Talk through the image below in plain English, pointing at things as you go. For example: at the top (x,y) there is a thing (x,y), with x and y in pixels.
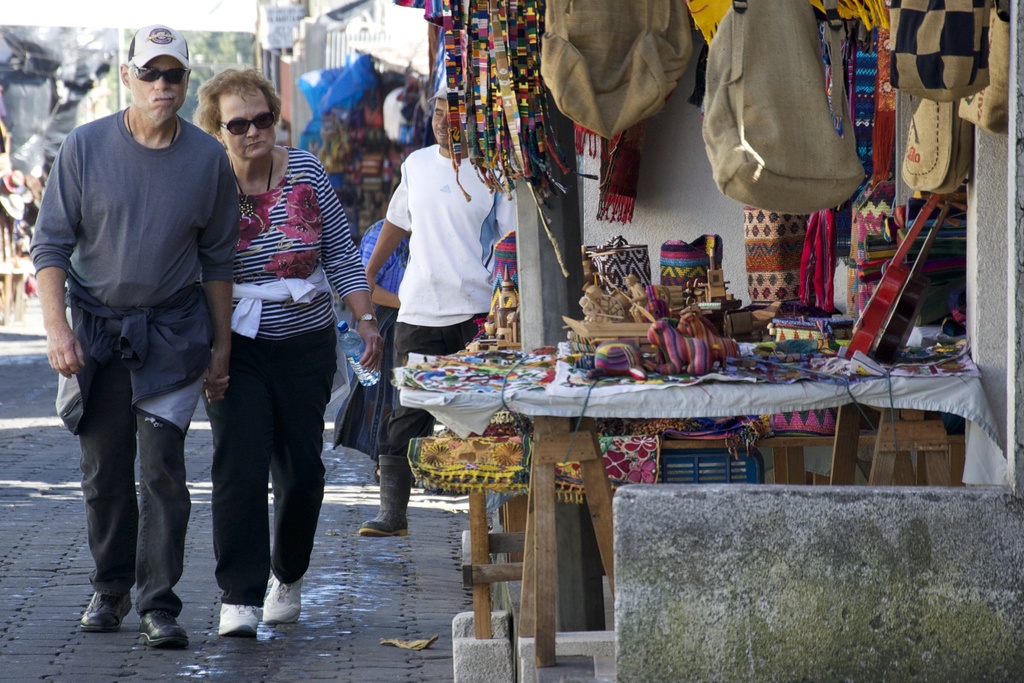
On the left side of the image (162,281) two persons (242,286) are walking. On the right side of the image (790,232) we can see some stores (504,432), some persons (446,164). There is a table (582,382), on the table (640,398) we can see some objects (628,251) and we can see bags (765,276), wall (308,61), boards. In the background of the image (353,35) we can see houses (293,105). At the bottom of the image (326,634) we can see road (367,627), bricks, rock (751,578).
